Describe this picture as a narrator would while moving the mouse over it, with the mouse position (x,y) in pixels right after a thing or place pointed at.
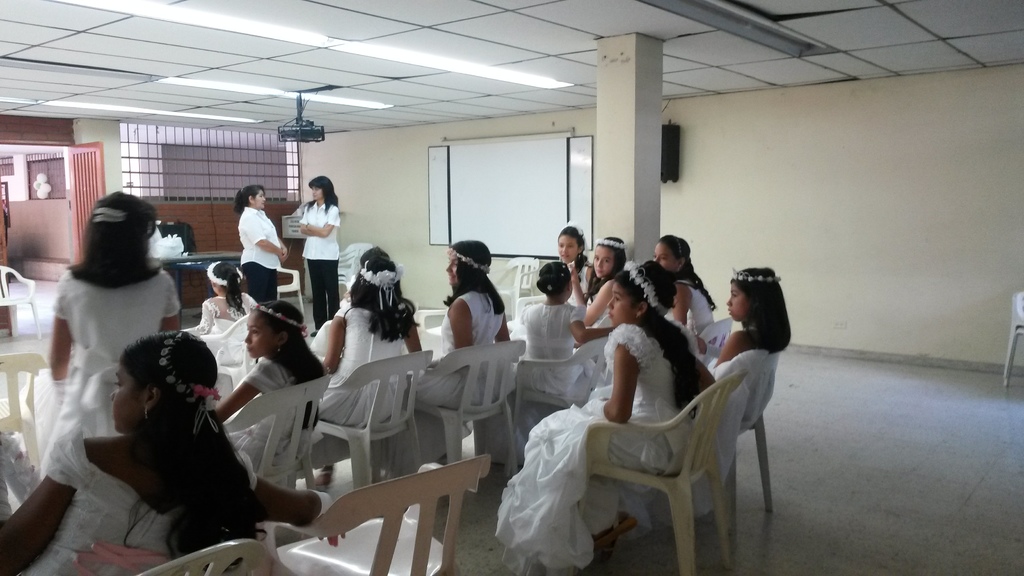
People (436,396) are sitting on the chair (401,426) and on the table (201,262) we have bag (185,233) and above there is projector (321,140) and on the wall (739,167) we have white board (517,184) and here there is door (96,199).
